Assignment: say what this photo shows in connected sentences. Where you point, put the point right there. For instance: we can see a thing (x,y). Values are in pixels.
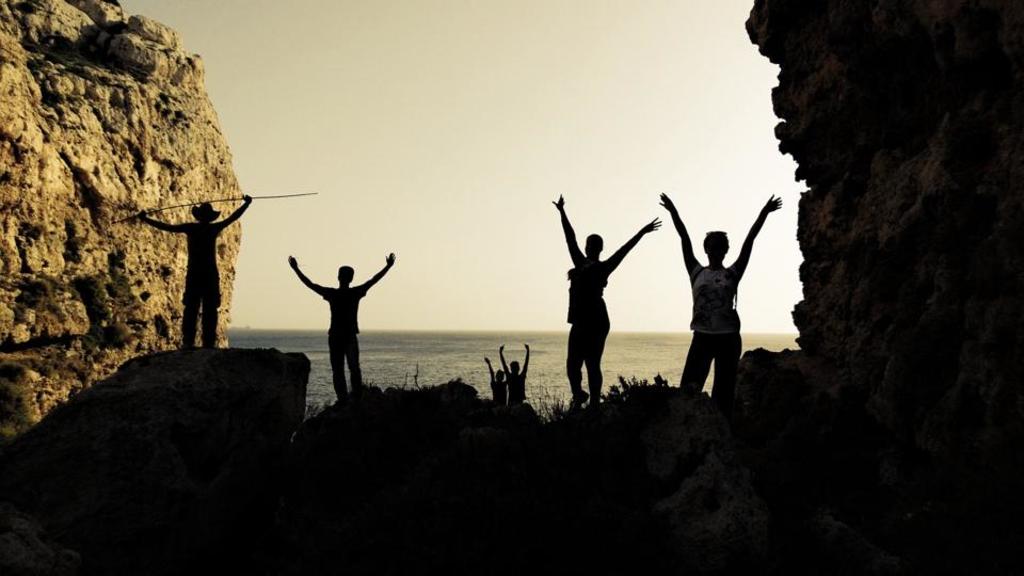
In this image we can see the people (593,282) standing on the rocks (432,401) and the other person (206,236) holding stick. We can see the rocks (135,77) on both sides. In the background (491,339), we can see the water (440,346) and sky (461,132).
